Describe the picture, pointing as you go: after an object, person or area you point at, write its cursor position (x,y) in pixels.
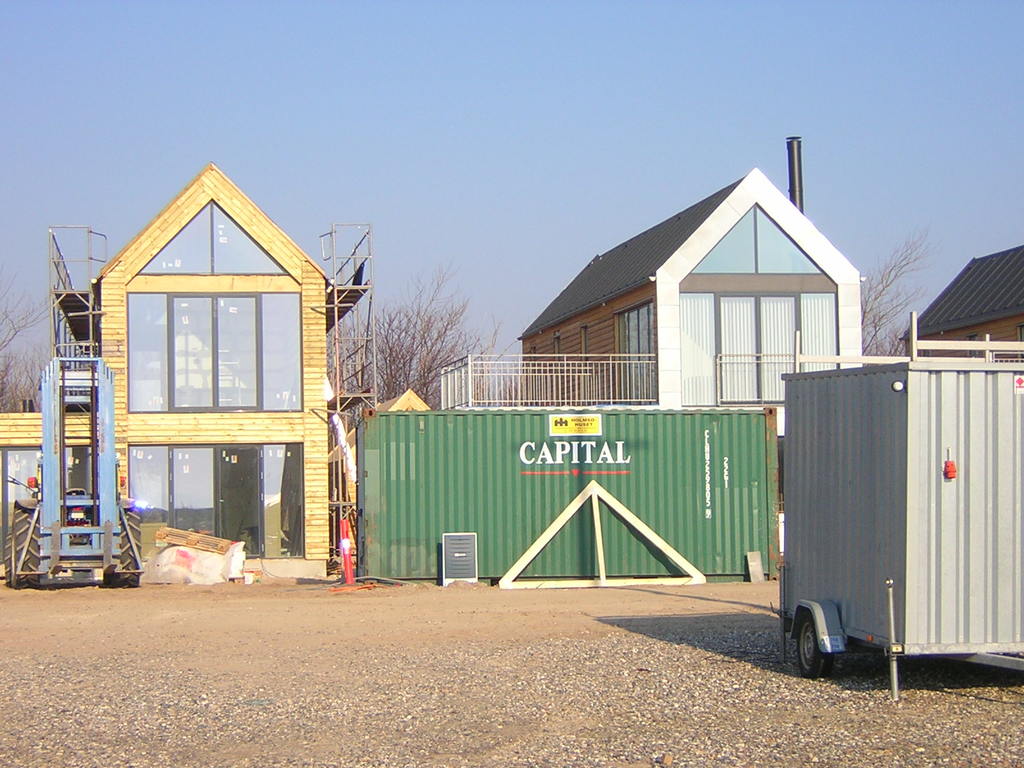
In this image I can see a grey colour thing (811,423) on the right side (849,521). In the background (14,434) I can see few buildings (553,382), few trees (16,386), the sky (502,297), few stuffs (465,548) on the ground (541,609) and in the centre of this image (555,418) I can see something is written on a green colour thing (608,440).
